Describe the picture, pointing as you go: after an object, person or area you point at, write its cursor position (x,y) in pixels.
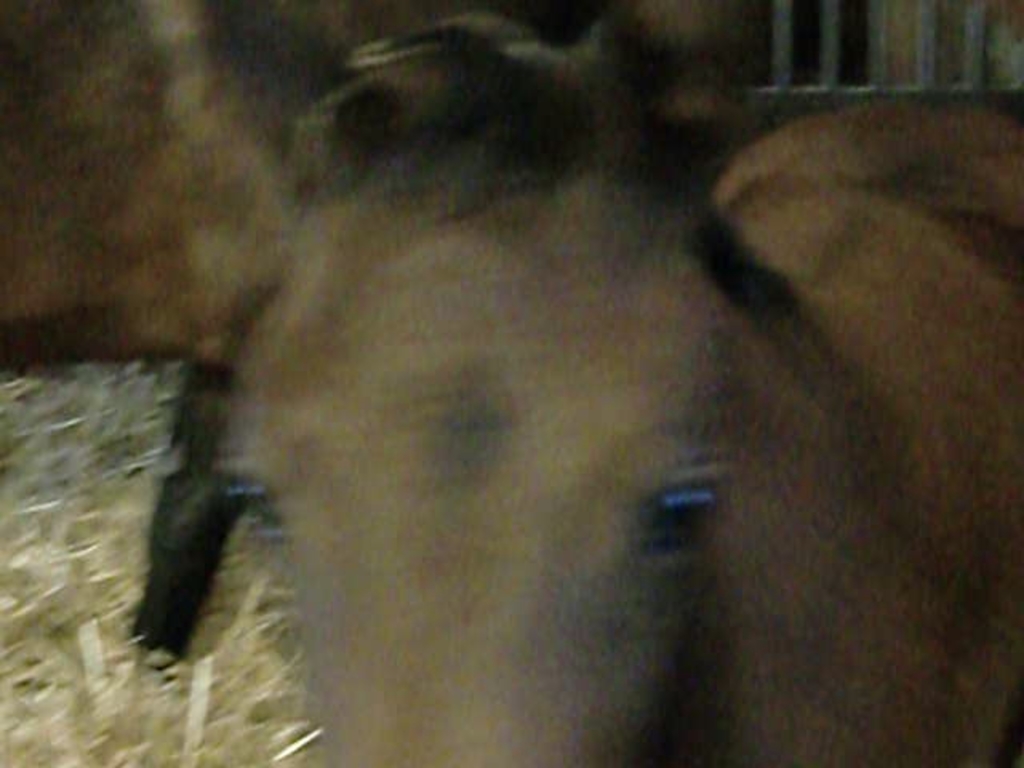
In the image we can see an animal (594,47). Background of the image (939,29) is blur.
